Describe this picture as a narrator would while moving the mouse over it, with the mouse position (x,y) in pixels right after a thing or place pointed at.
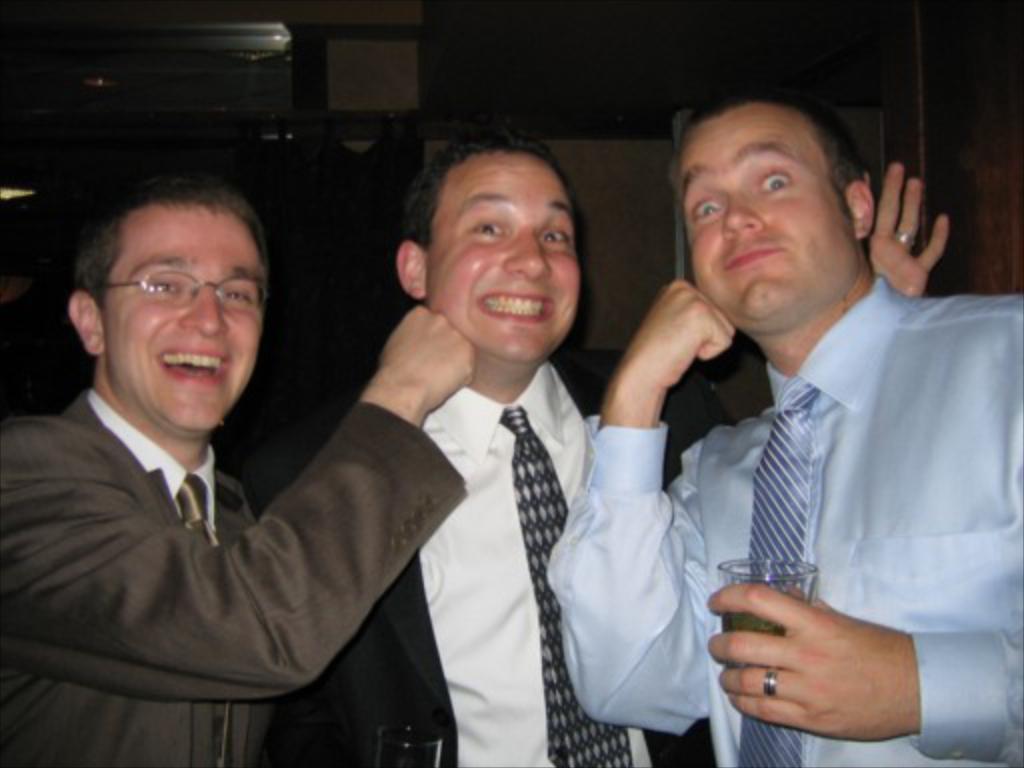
In the center of the image (450,502) we can see three men (708,503) are standing and smiling and two men (685,566) are holding the glasses (439,754). In the background (1009,122), the image is dark. At the top of the image (198,29) we can see the roof (344,29).
